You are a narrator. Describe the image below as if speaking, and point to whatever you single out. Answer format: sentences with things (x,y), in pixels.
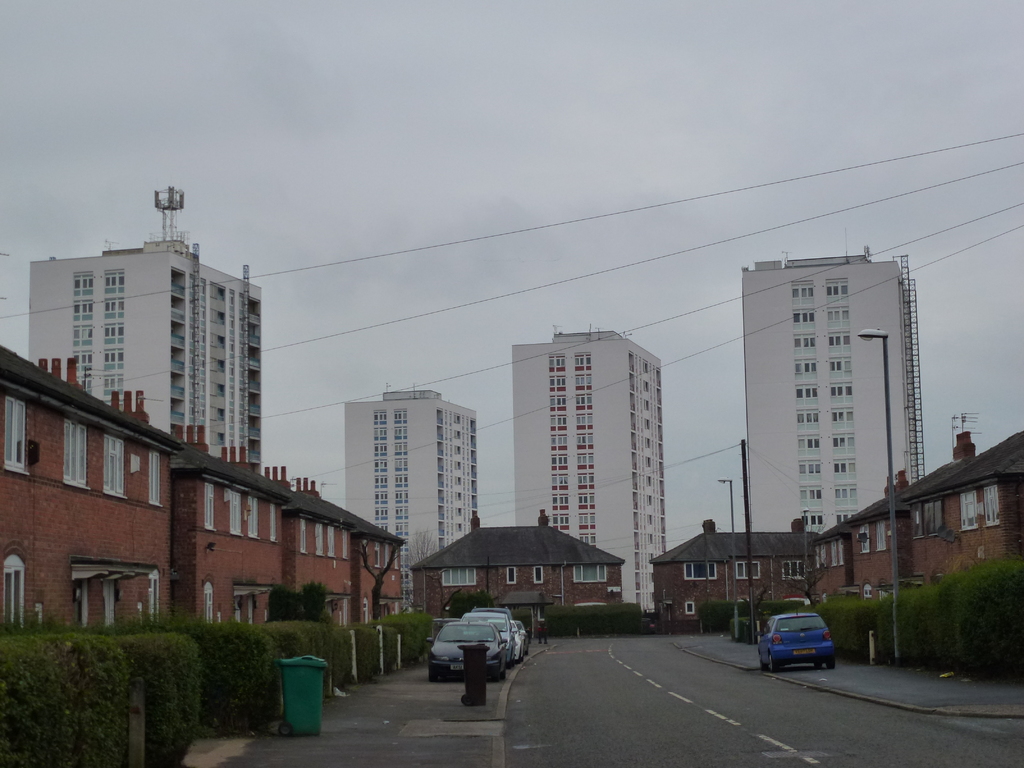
In this image I can see number of buildings (404,486), number of windows (394,423), wires (331,471), bushes (285,641), green colour container (316,676), few vehicles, white colour lines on this road (603,702) and I can also see few street lights (734,533).
